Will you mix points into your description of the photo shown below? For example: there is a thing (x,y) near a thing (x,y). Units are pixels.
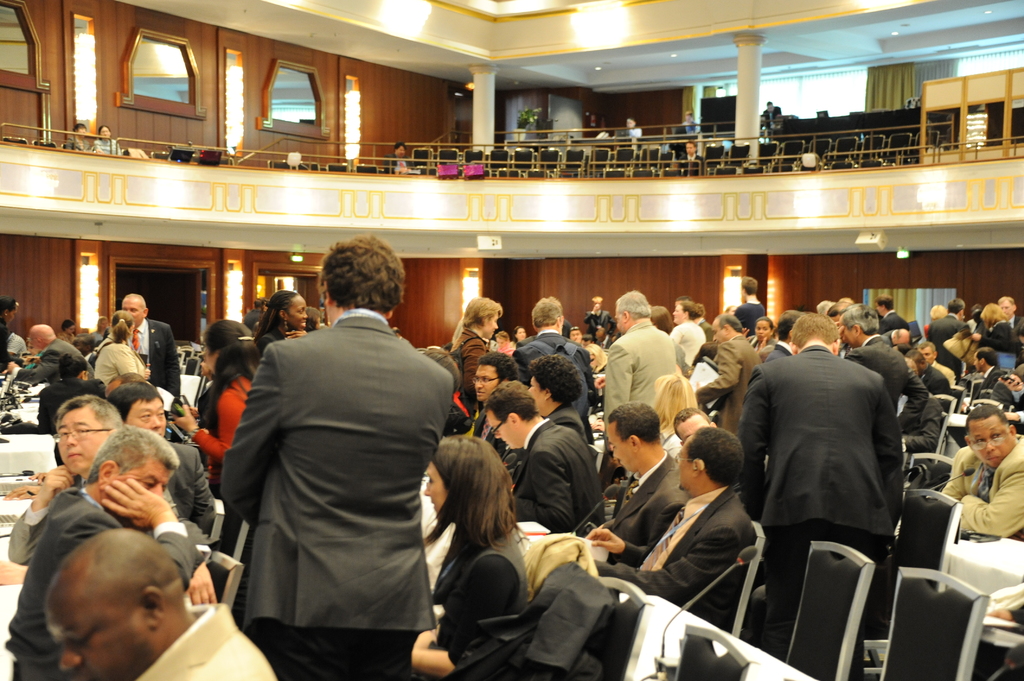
In this image, group of people (501,539) are sat on the chair (835,590). In-front of them, few tables (962,571) are placed, few items (665,638) are placed on it. At the background (476,281), we can see pillar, chairs (545,155), plant (524,115), lights (476,281), screen (730,114) here.
